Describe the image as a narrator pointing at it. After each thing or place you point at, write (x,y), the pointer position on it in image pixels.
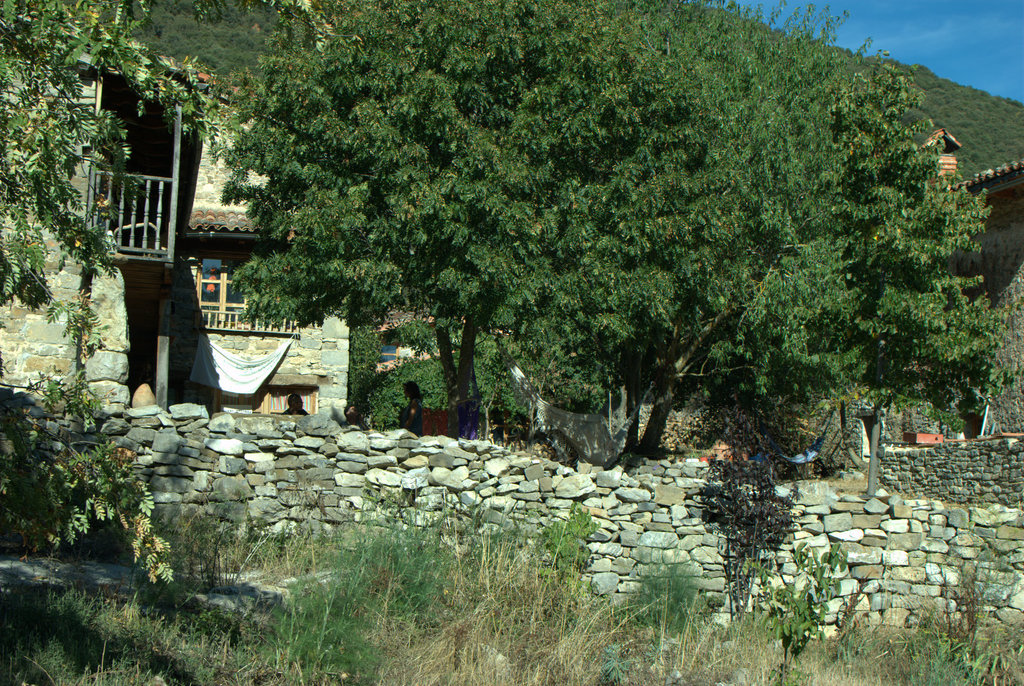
In this picture we can see trees (364,378), stones (915,538), buildings (994,275) and some people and in the background (908,28) we can see the sky (1007,27).
